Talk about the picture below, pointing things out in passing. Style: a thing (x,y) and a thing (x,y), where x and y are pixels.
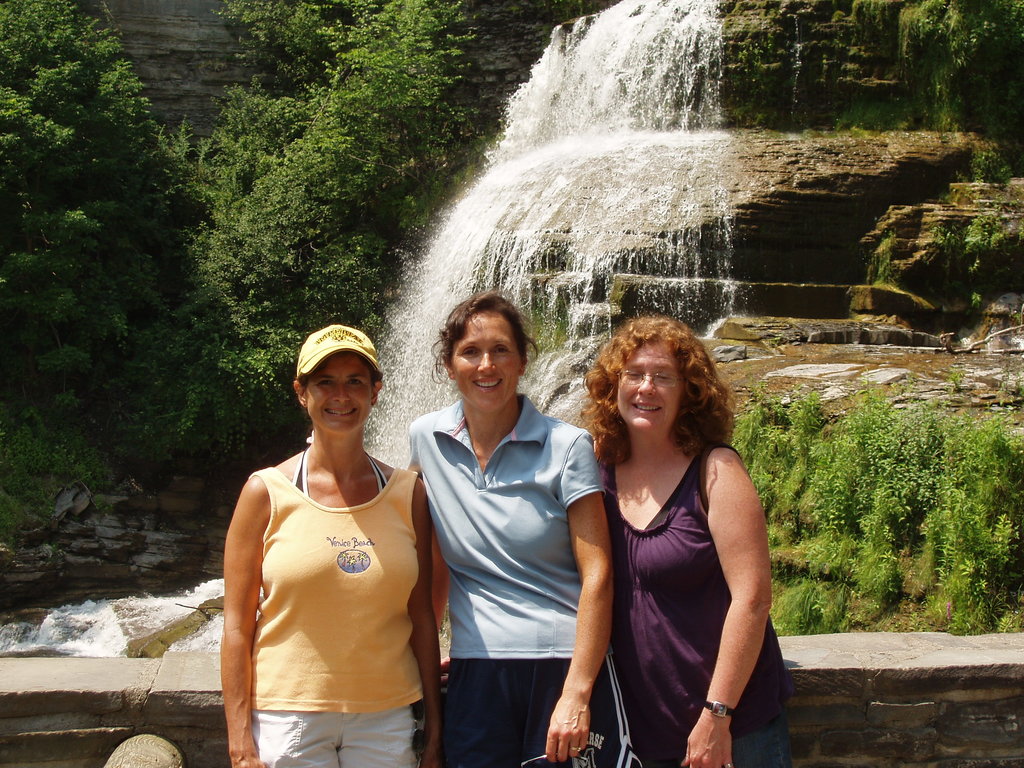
In this picture we can see three women (388,692) standing and smiling. There is a wall (961,638) from left to right. We can see a waterfall (428,259) and some trees (421,41) in the background (524,240).
